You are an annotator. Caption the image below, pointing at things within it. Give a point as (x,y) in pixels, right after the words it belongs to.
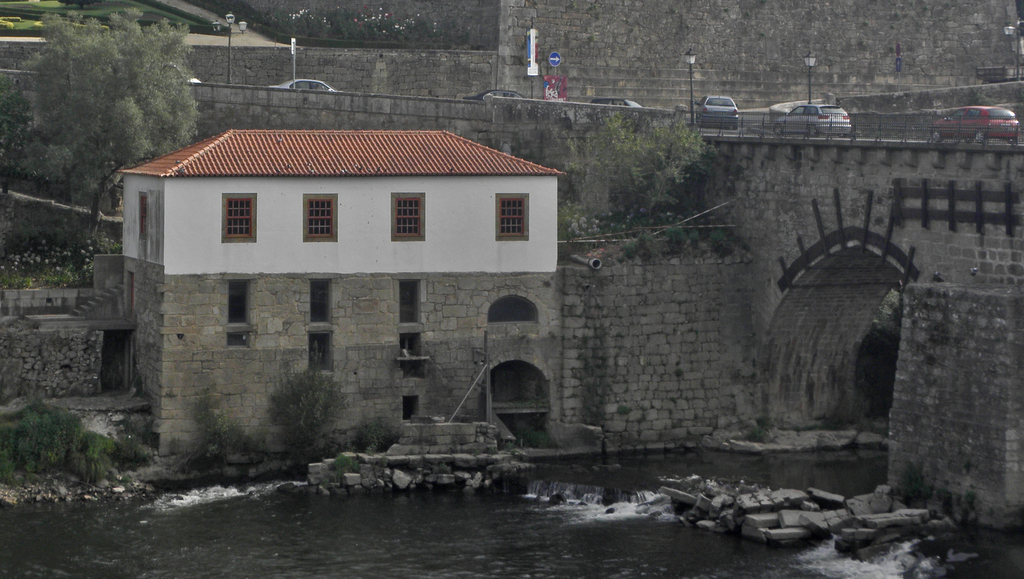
In the center of the image (420,285) a house (292,334) is there. On the right side of the image (814,162) we can see a bridge (893,193), cars (835,121), electric light poles (689,62) are there. At the top of the image (200,27) grass (19,22), bushes (287,9) are there. On the left side of the image (156,135) trees (131,84) are there. At the bottom of the image (501,530) we can see water (652,541), rocks (885,548) are there. In the background of the image (356,85) wall (433,70) is there. In the middle of the image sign boards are there.
